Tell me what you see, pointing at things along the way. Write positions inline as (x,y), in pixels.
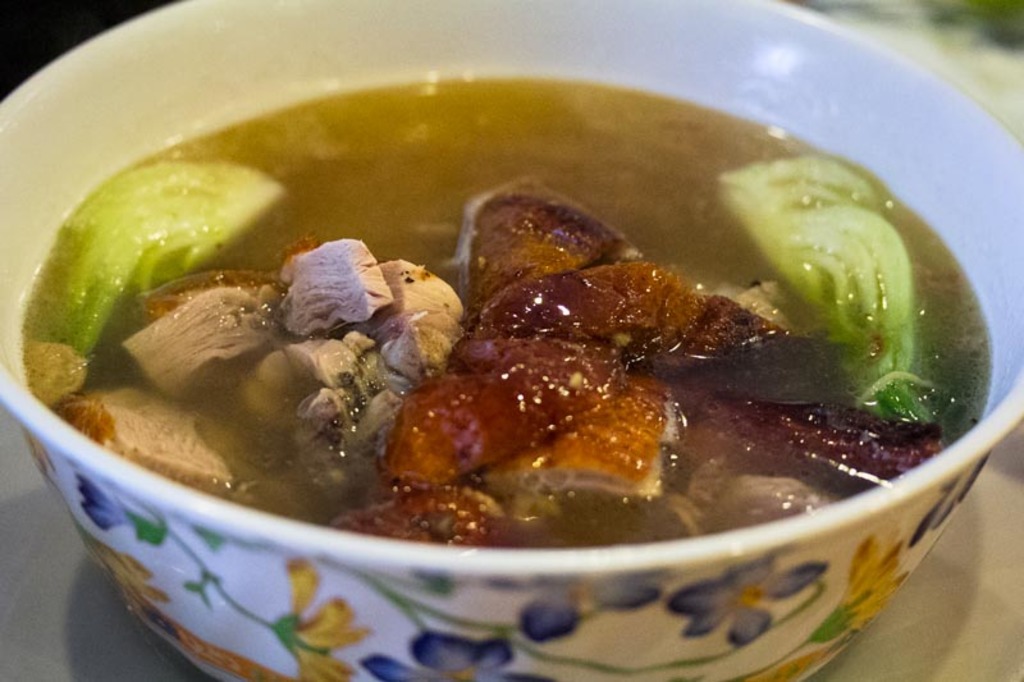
In this picture we can see a bowl (736,639) on an object (972,621) and in the bowl (528,563) there are some food items (449,322) and soup (426,167).
